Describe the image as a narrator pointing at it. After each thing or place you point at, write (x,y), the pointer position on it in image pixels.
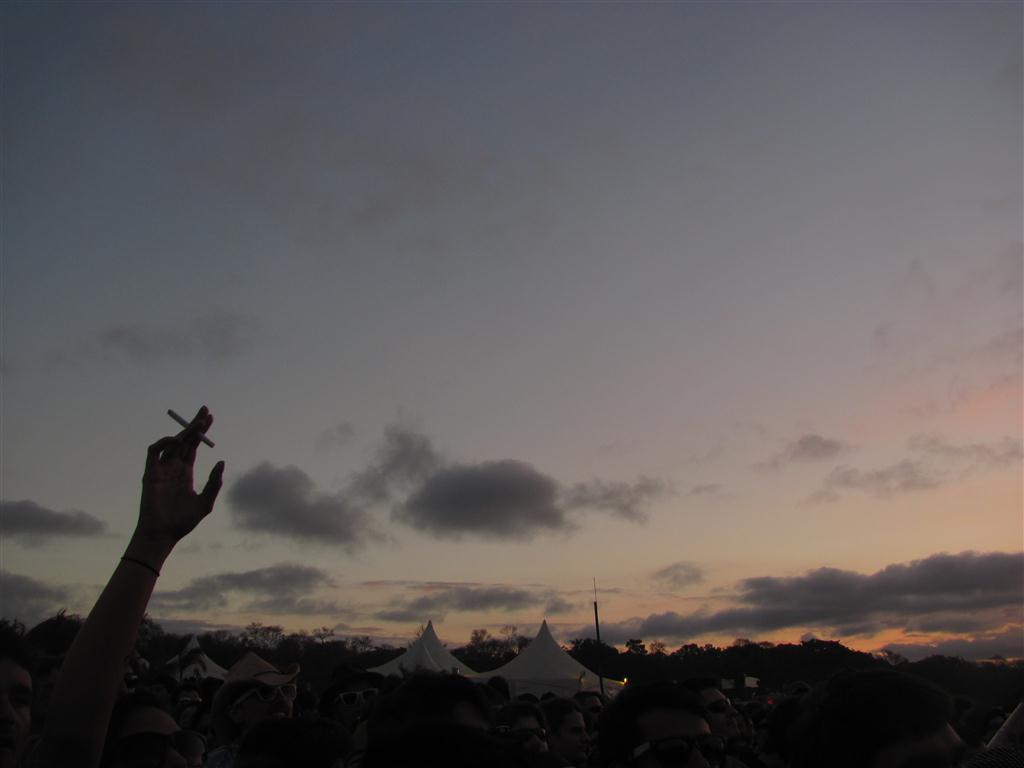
In this image we can see the tents (204,678) for shelter. We can also see the people (553,709) at the bottom (656,709). There is a person (16,657) holding the cigarette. We can see the trees (665,680) and a pole (595,608). In the background (644,376) we can see the sky (641,453) with the clouds (609,483).
